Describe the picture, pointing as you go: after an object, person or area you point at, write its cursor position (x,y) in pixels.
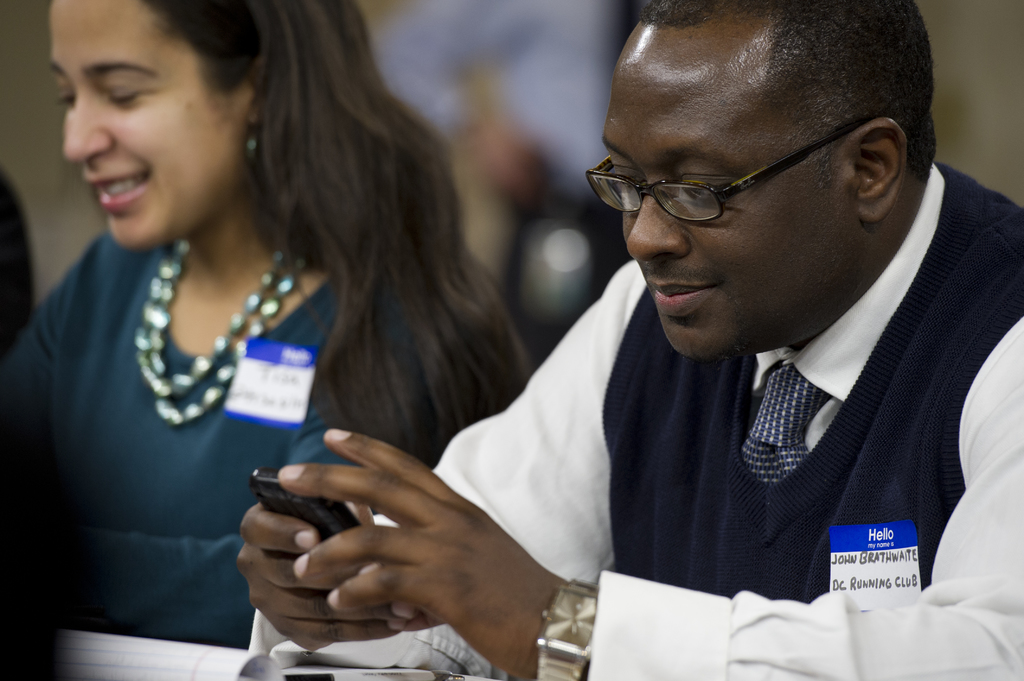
This picture is taken inside the room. In this image, on the right side (950,453), we can see a man (1020,561) holding a mobile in his hand (430,582). On the left side (228,306), we can also see a woman (368,303).
